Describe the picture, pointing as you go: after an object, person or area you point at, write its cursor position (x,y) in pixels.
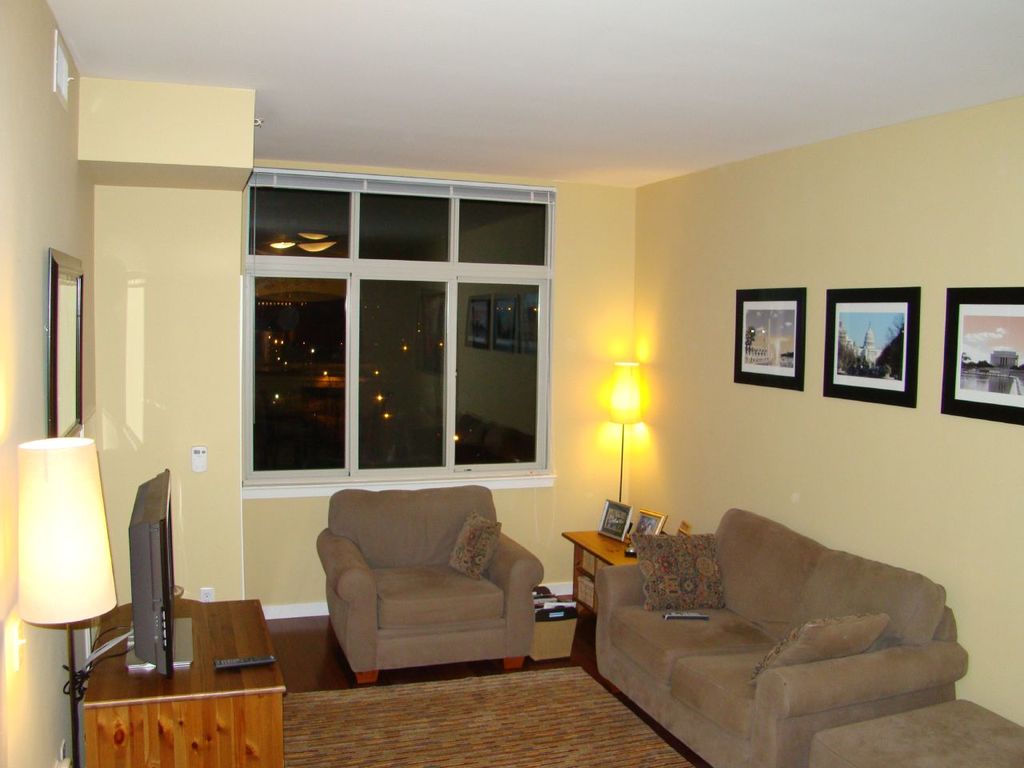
In this picture there is a sofa (829,607), a television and a remote (238,661) on the table (238,679), there is a lamp (30,527) and there is a window (343,420). In the background (885,344) there is a photo frame (852,334) placed on the wall (712,505).
